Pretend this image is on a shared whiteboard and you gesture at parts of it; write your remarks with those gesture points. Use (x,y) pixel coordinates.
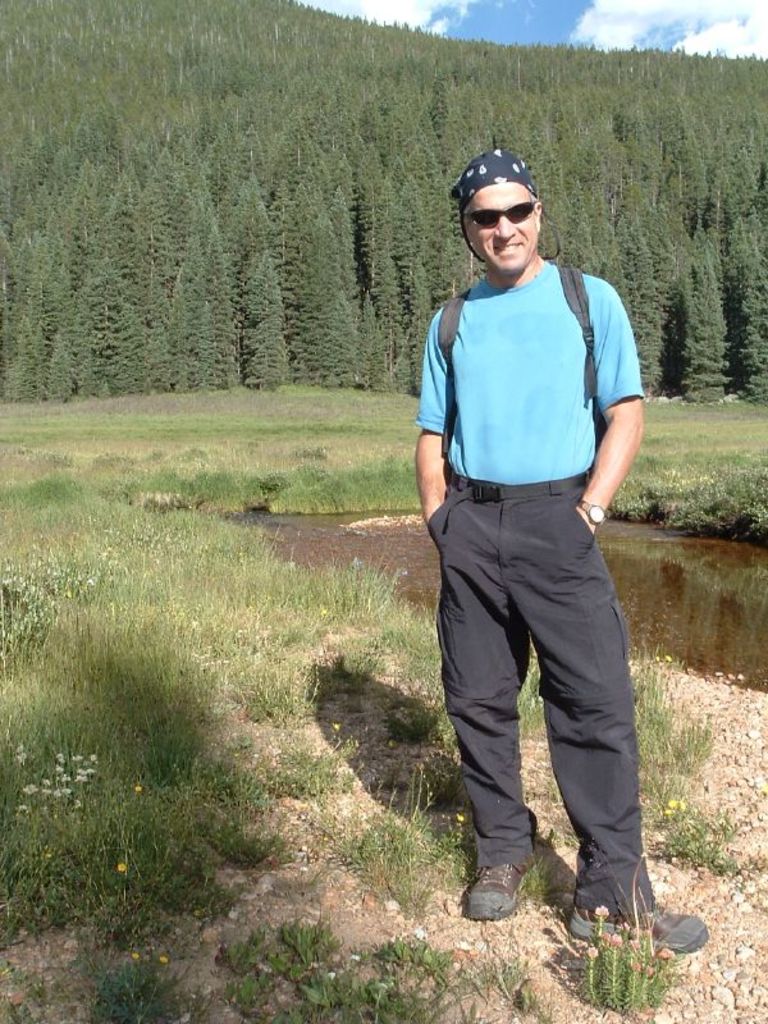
In this picture I can observe a man (493,557) standing on the ground (378,638). He is wearing blue color T shirt (511,339), spectacles (493,212) and a bag (447,372) on his shoulders (582,281). There is some grass (275,428) on the ground (146,759). Behind him I can observe a small pond (713,616). In the background (150,190) there are trees (327,156) and some clouds (400,2) in the sky (517,6).
